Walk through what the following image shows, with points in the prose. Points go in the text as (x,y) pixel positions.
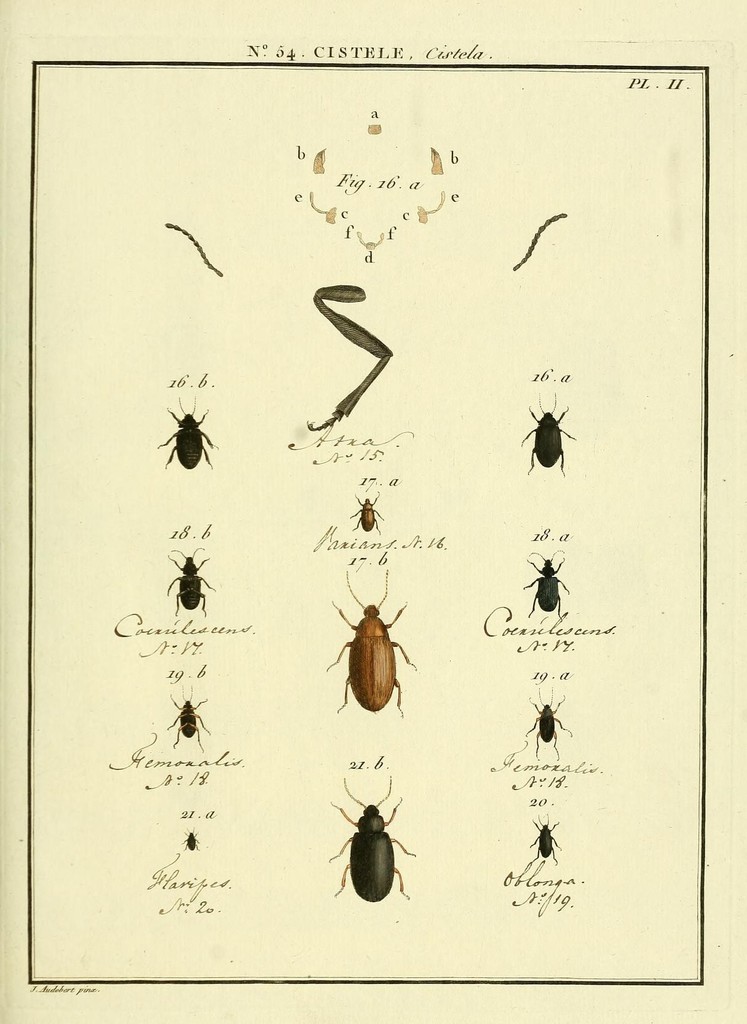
In this image, we can see a wall chart (683,752) contains depiction of bugs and some text (347,542).
